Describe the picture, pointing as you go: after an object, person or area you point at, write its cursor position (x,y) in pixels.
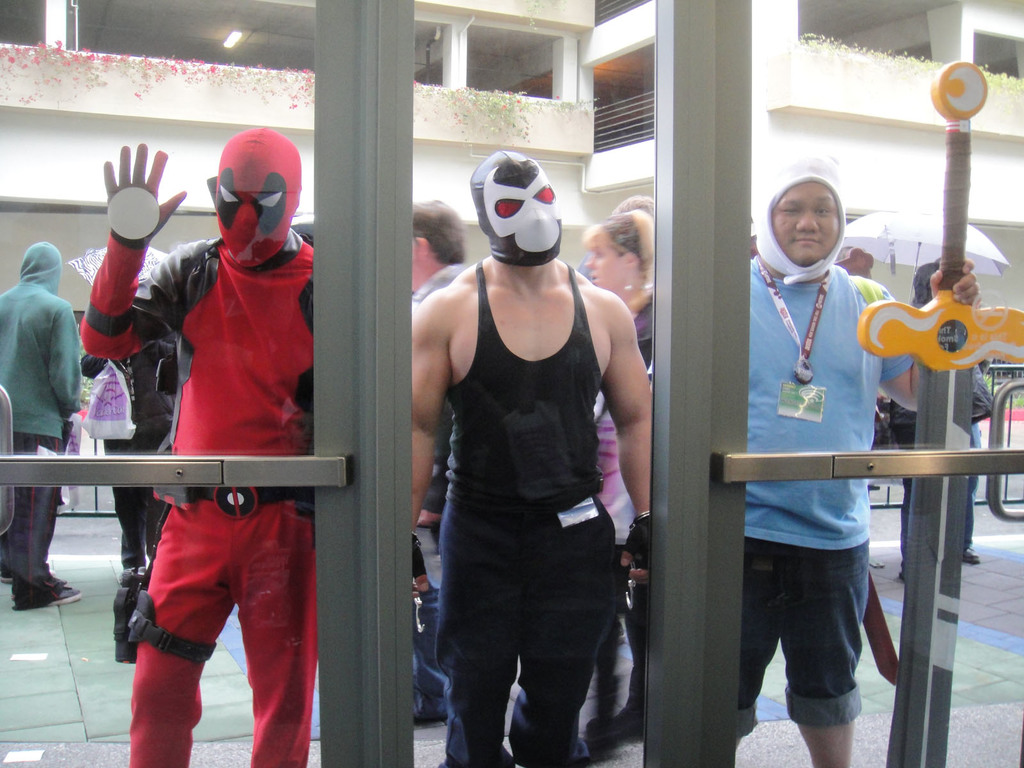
3 people (231,408) are standing, 2 wearing masks (516,261). There are glass doors (1007,376). There are other people (26,424) at the back (20,559) and there are buildings (590,108).
